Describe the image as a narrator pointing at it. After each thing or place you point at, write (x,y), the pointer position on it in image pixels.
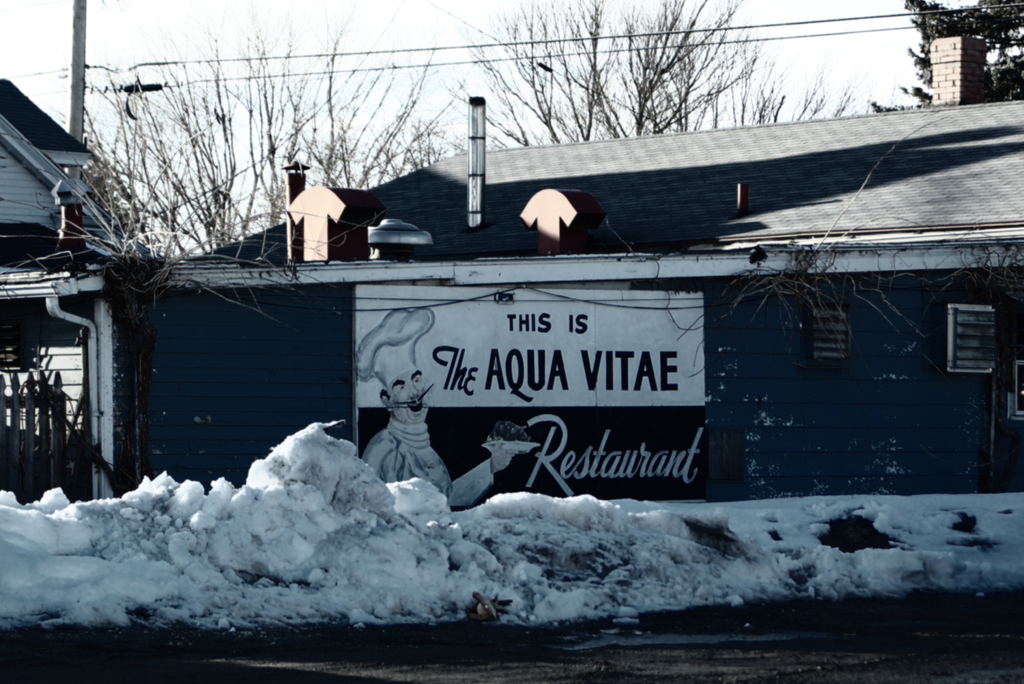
In this image we can see a shed (257,348). There are many trees (408,164) in the image. There is an electrical pole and many cables (134,86) connected to it. There is a road (832,658) and snow (614,568) in the image. There is a sky (257,100) in the image. There is an advertising board (540,426) in the image.
